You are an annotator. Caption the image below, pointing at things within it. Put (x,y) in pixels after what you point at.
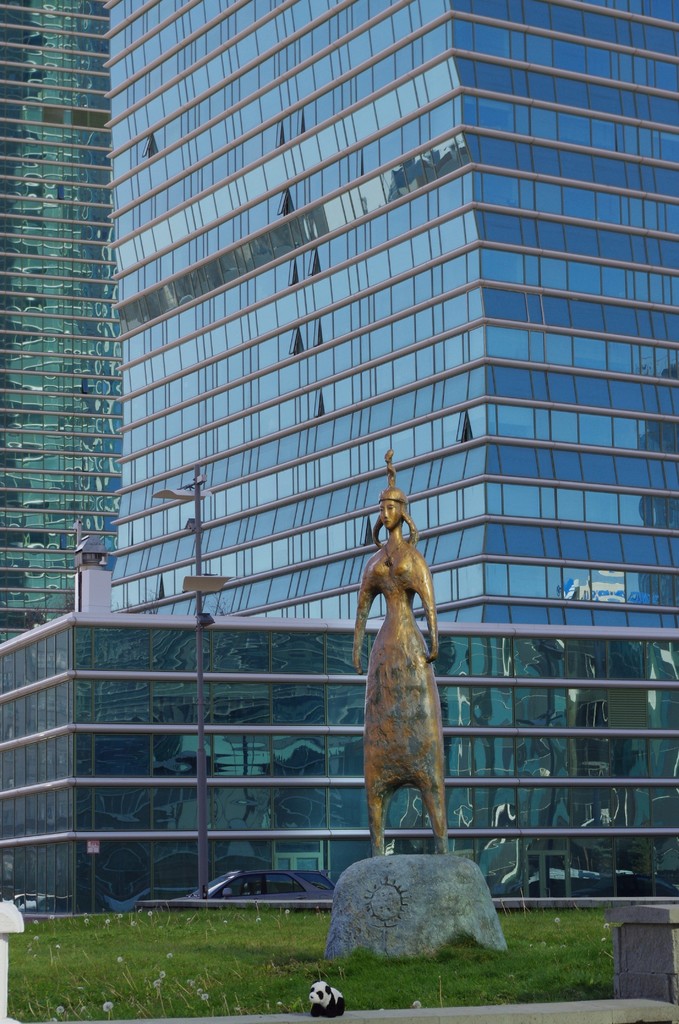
In this image there is a person statue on a rock (424,903) which is on the grassland (289,994). Bottom of the image (342,1022) there is a floor (349,1016) having a toy (319,1007) on it. Behind the statue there is a car (264,878). Before it there is a pole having lights (205,624) attached to it. Background (123,631) there are few buildings (445,729).
